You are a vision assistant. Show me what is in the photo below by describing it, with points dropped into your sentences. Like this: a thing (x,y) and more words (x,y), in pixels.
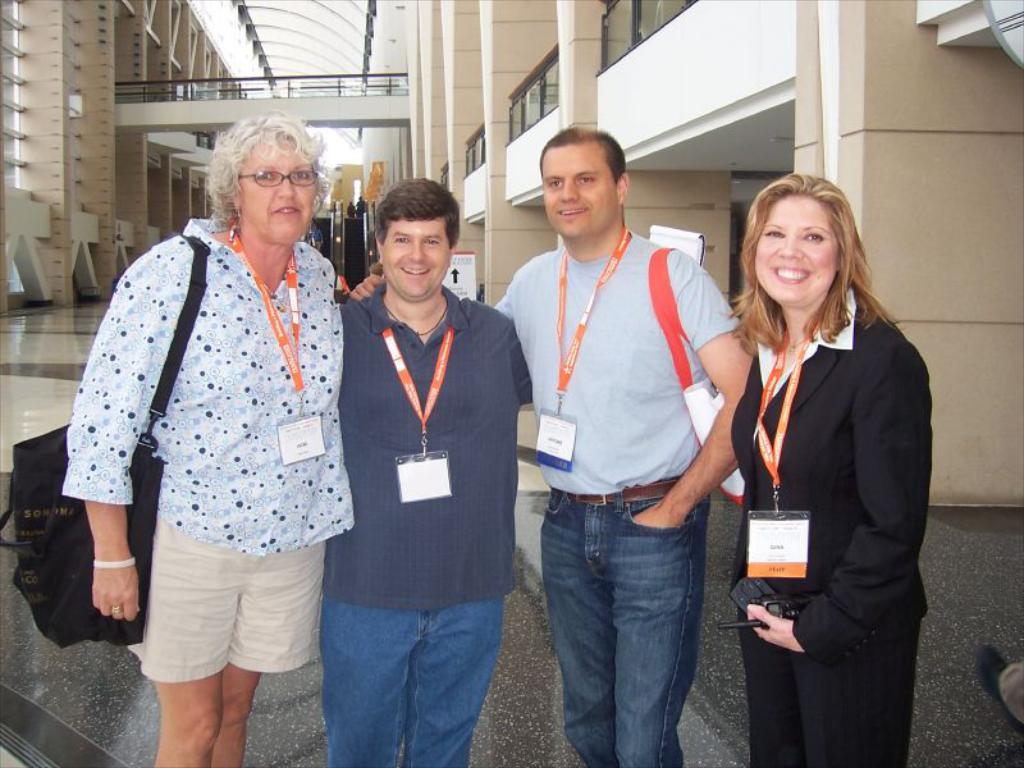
Front these four people (203,667) are standing and smiling. These people (311,298) wear ID cards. This woman (817,465) is holding an object (792,616). Background (414,111) we can see pillars (69,128), board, roof (307,54) and railing (521,124).
